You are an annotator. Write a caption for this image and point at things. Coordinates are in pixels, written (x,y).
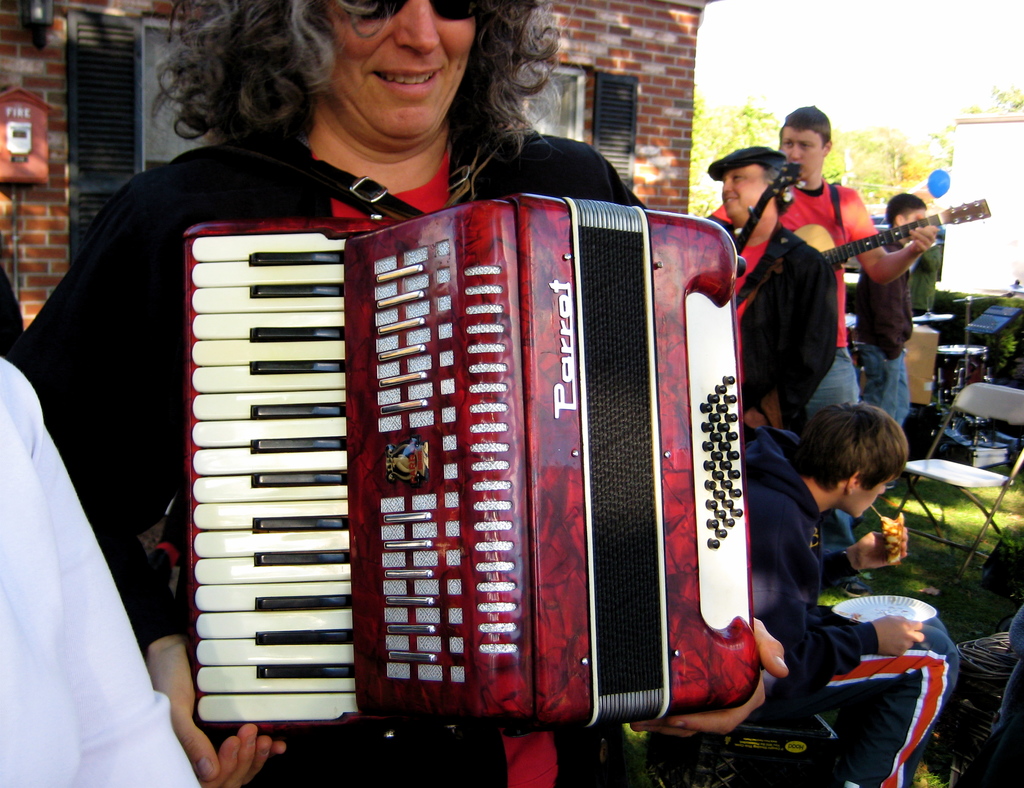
a person (384,156) is standing holding a musical instrument (424,363) in his hand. behind him at the right (807,290) there are people (786,268) holding guitar (873,246). at the back (652,84) there is a building (632,57) which has brick wall (622,48) and trees (745,130).
